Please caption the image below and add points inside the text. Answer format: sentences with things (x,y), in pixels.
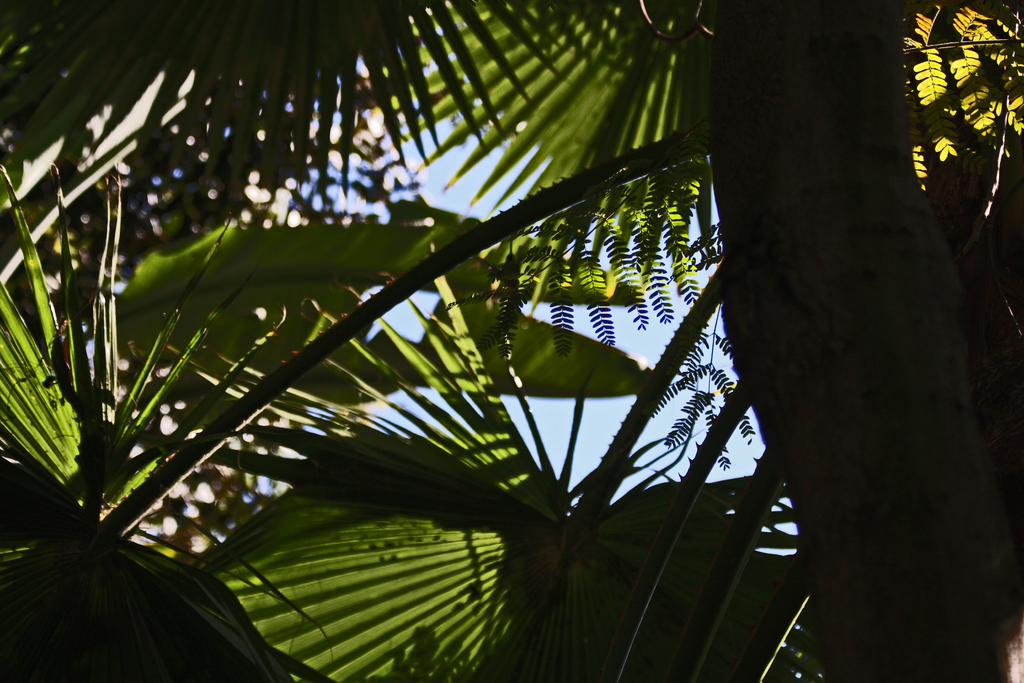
In the picture we can see a tree (440,549) with many long leaves (610,628) and from it we can see a part of sky (469,206).
